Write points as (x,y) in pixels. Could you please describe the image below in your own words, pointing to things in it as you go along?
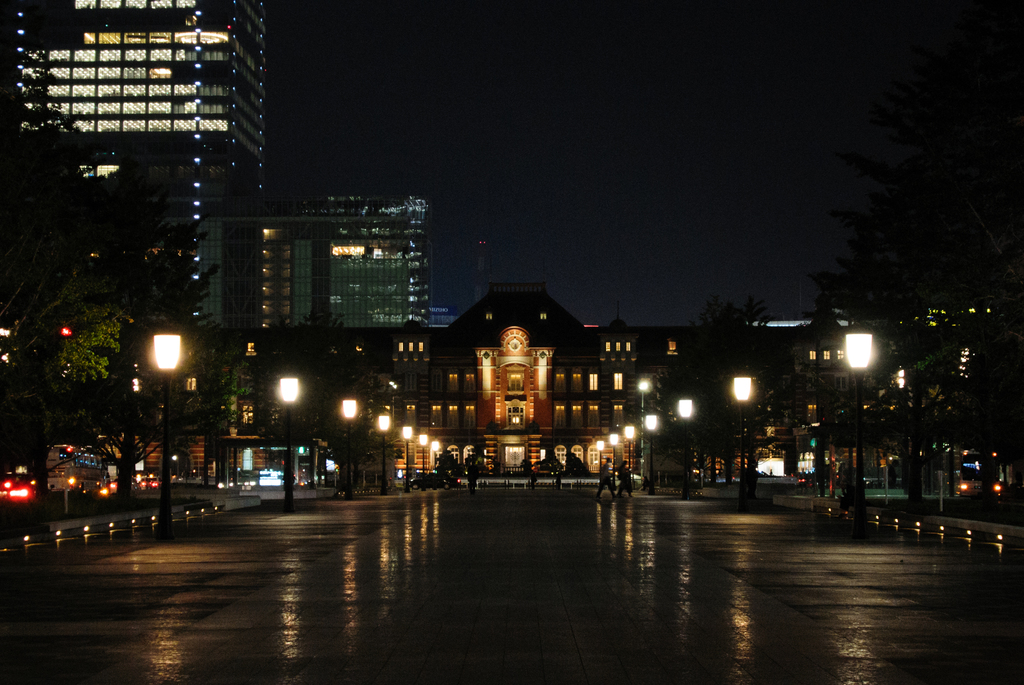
This image is taken in the nighttime. In this image there is a road (519,544) in the middle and there are lights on either side of it. In the background (510,382) there is a building (529,370) with the lights (512,377). On the left side (144,107) top corner there is a tall building (137,87) with the lights (127,68). On the left side (85,329) there are trees (62,379) on the footpath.
